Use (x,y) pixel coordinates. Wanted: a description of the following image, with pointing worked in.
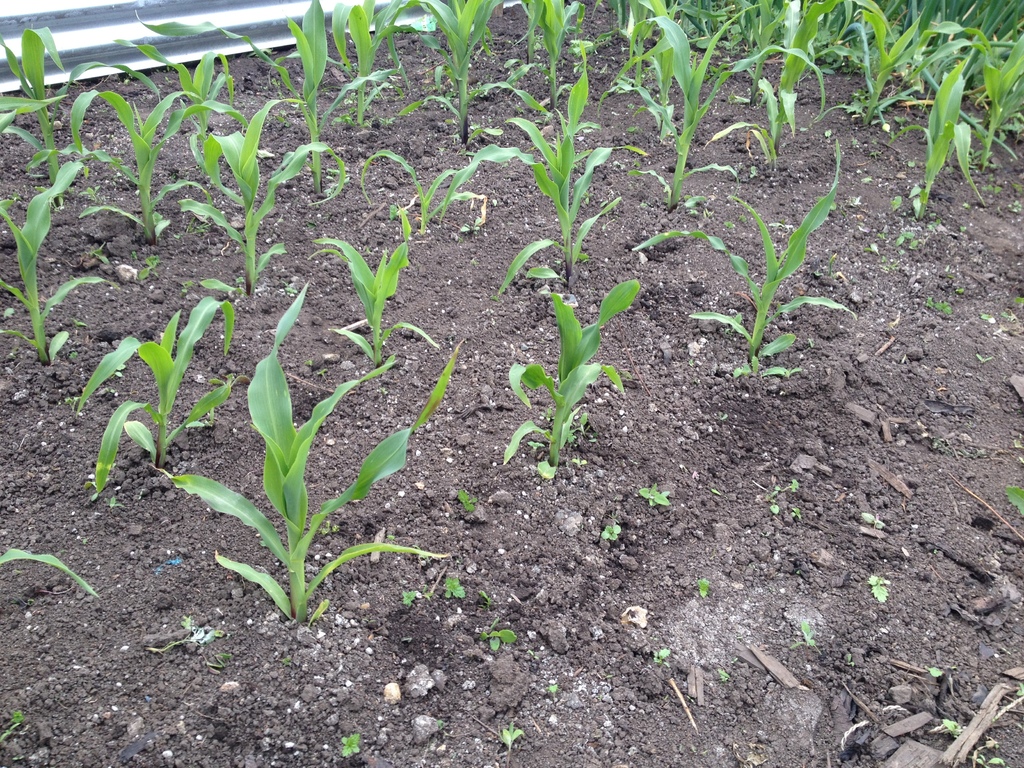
Here in this picture we can see some plants (36,326) present on the ground (476,396) over there.
